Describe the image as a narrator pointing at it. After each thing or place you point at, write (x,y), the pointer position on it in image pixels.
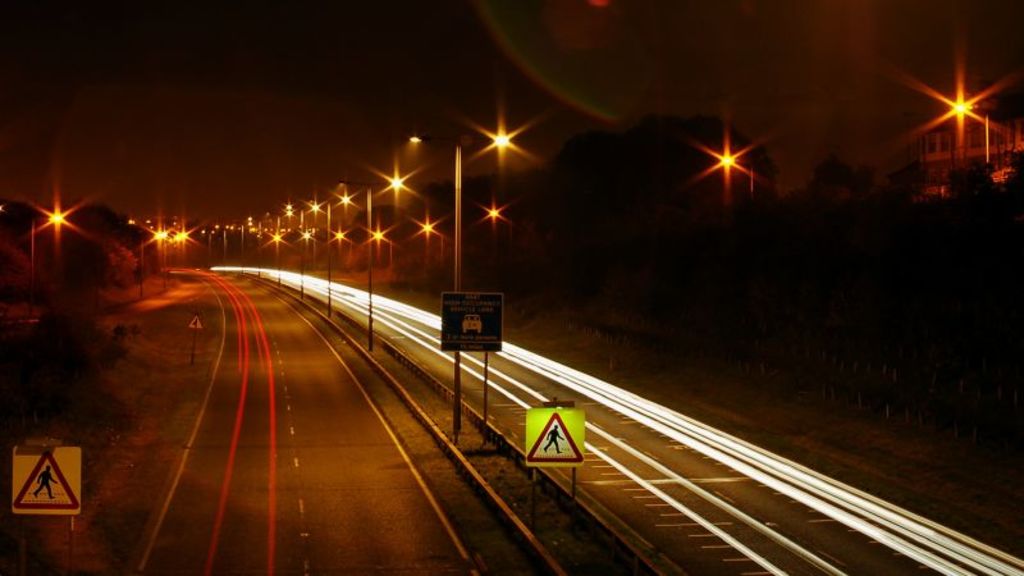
This image is taken in the dark where we can see the roads (426,497), caution boards (54,491), light poles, trees (543,237) and the dark sky (352,170) in the background (543,78).
